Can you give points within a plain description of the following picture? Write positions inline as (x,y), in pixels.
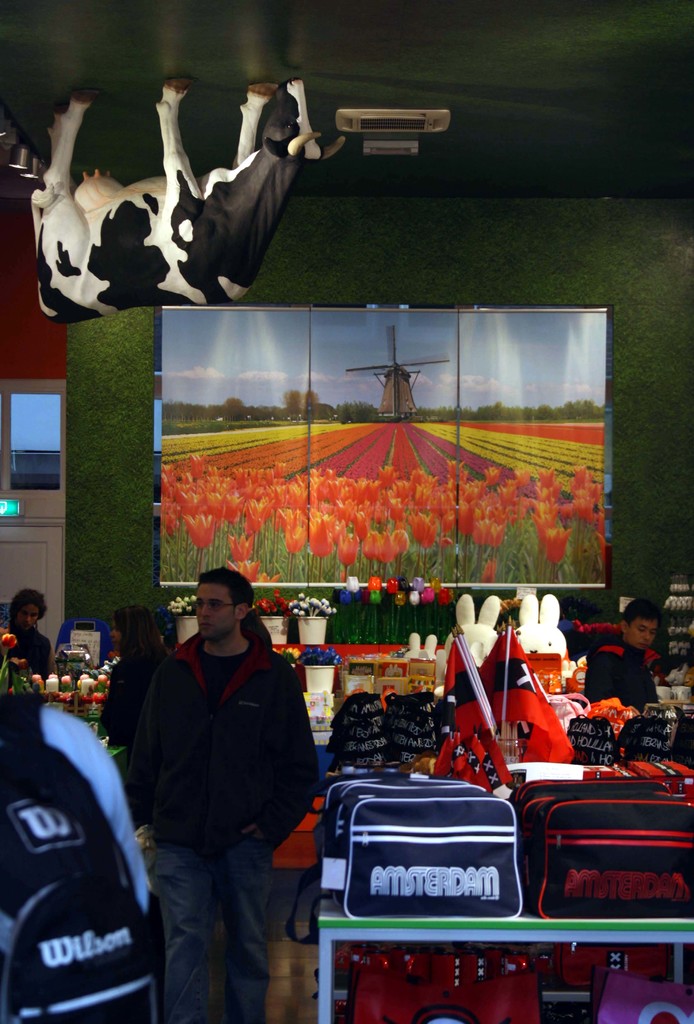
In the center of the image (254,665) we can see a few people (132,732) are standing. In the background (549,712), there is a wall (664,391), screens (427,494), bags (481,887), flags (547,732), toys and a few other objects (501,731).
